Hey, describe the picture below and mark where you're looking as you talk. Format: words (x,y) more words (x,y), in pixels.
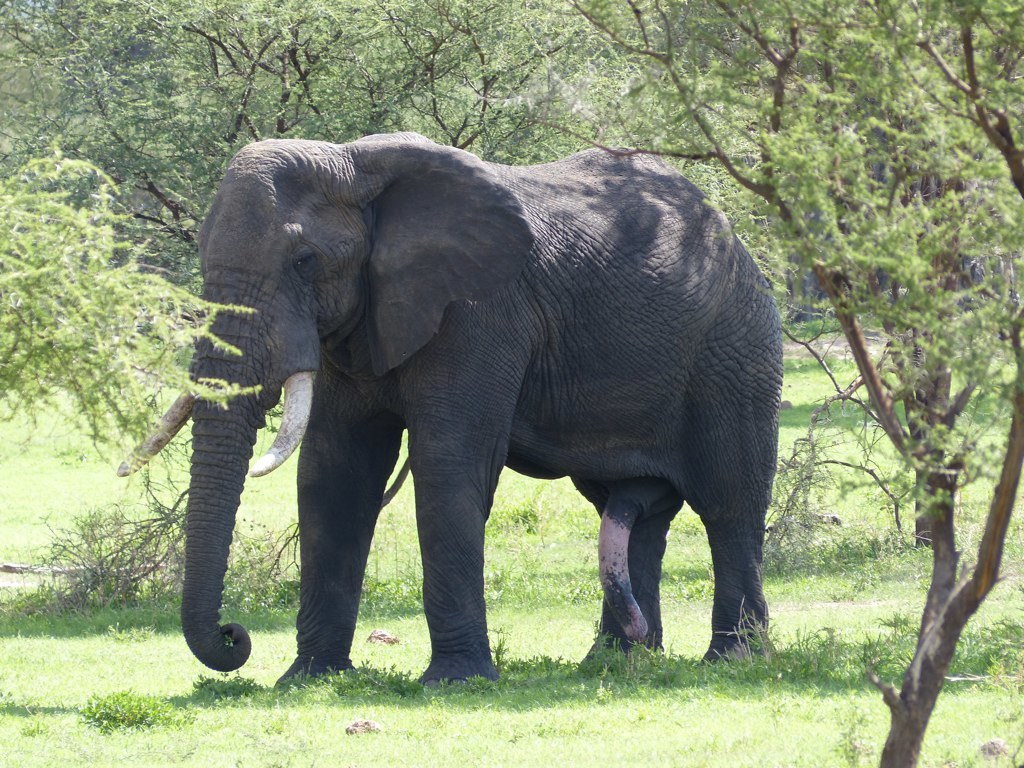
In this picture we can see an elephant (623,499) standing on the grass (583,539) and in the background (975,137) we can see trees (734,189).
